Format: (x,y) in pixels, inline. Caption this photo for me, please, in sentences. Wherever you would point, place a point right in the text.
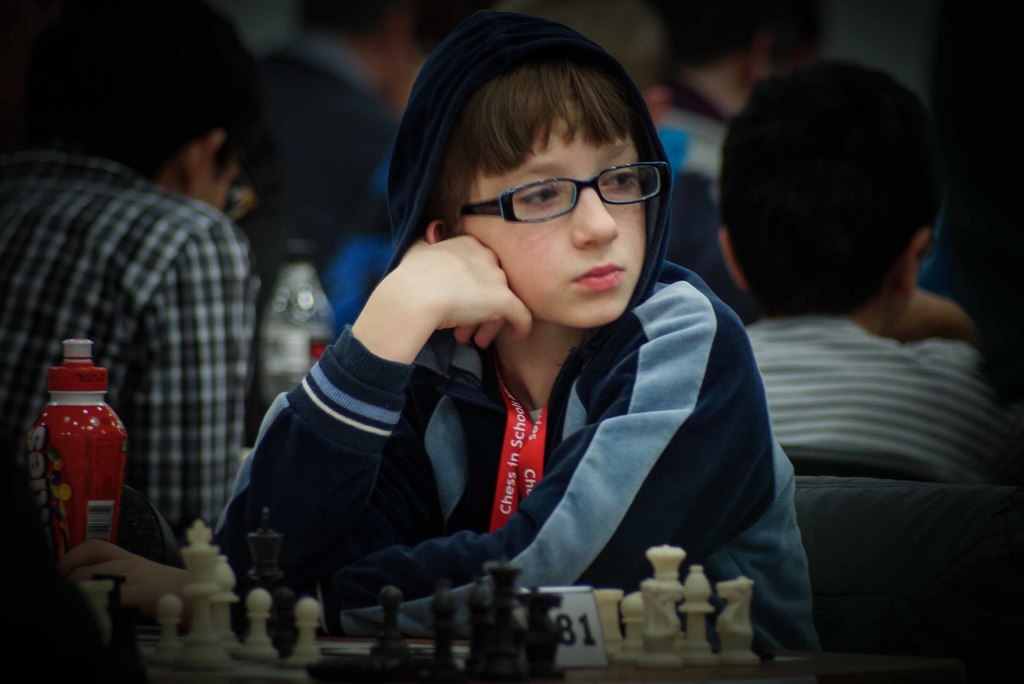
In this image i can see a person (544,292) sitting there are few chess coins (486,643), a bottles (82,409) on a table (799,659) at the back ground (875,396) i can see few persons (213,249) sitting and a bottle (278,309).
